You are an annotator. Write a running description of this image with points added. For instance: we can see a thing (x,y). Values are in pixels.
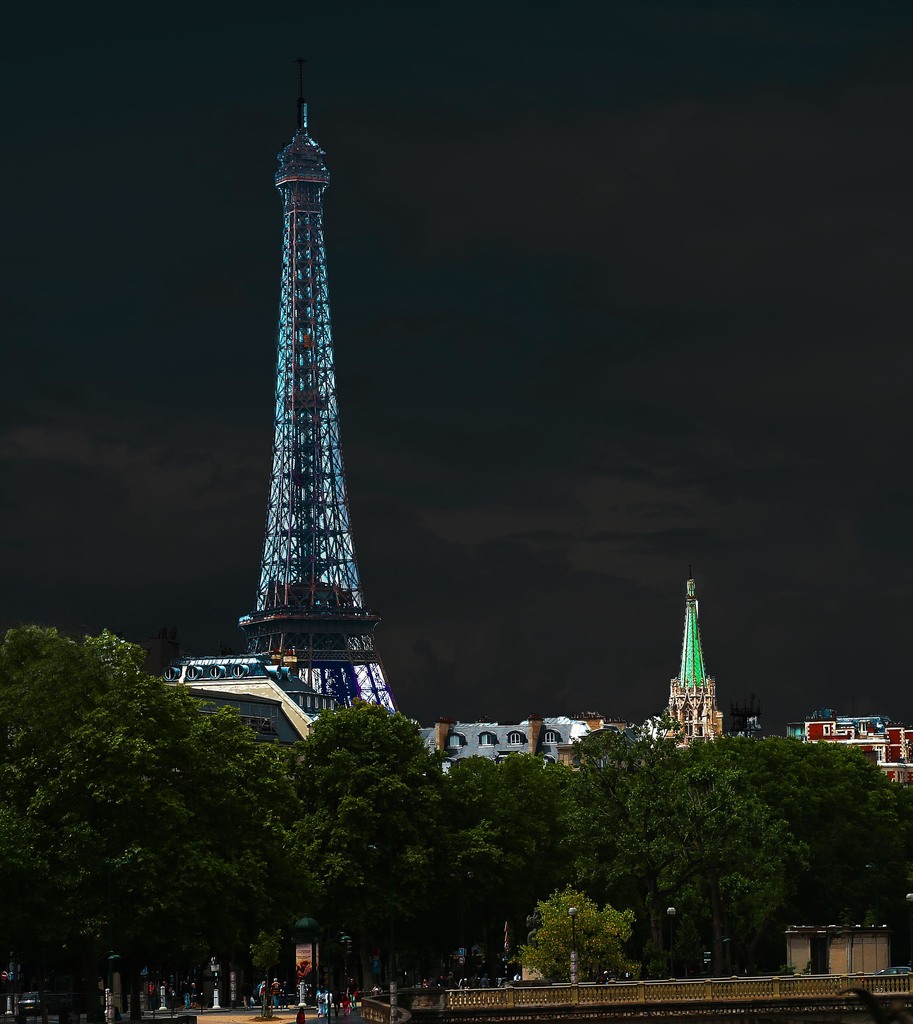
There are few persons (326,1000). Here we can see trees (336,928), hoarding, buildings (260,708), and towers (318,591). In the background (657,494) there is sky (640,458).
